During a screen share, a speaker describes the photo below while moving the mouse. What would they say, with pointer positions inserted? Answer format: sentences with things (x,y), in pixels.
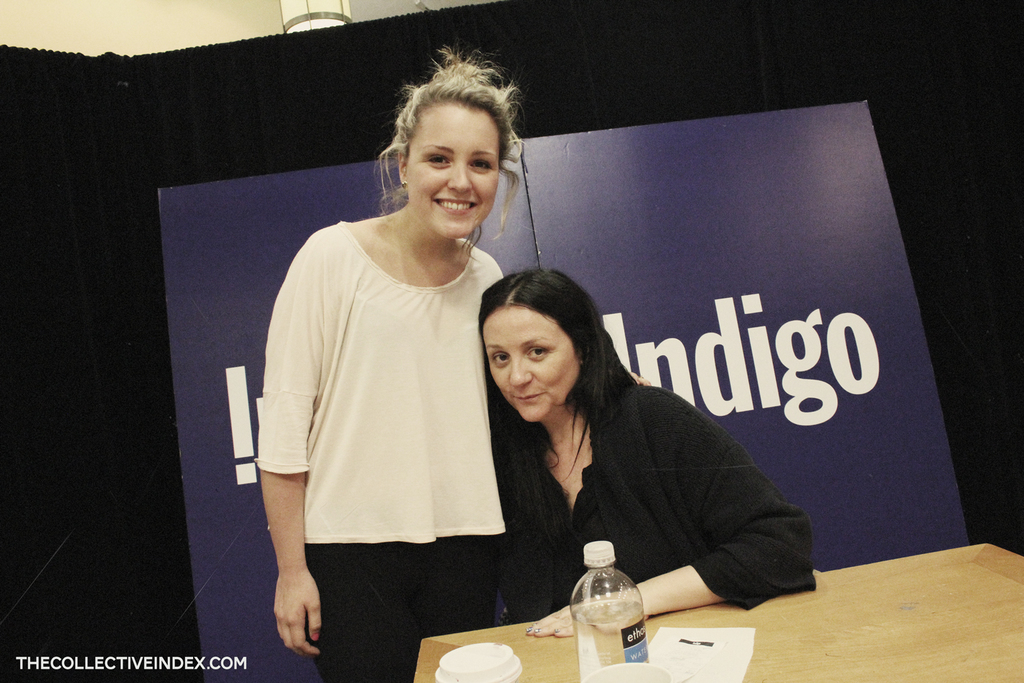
In this image we can see two persons (511,476). There are few objects (609,571) placed on the table (935,664). There is an advertising board (680,292) behind the ladies (699,528). There is a lamp (328,12) at the top most of the image (328,12) and some text (212,664) written at the bottom most of the image (112,665).
